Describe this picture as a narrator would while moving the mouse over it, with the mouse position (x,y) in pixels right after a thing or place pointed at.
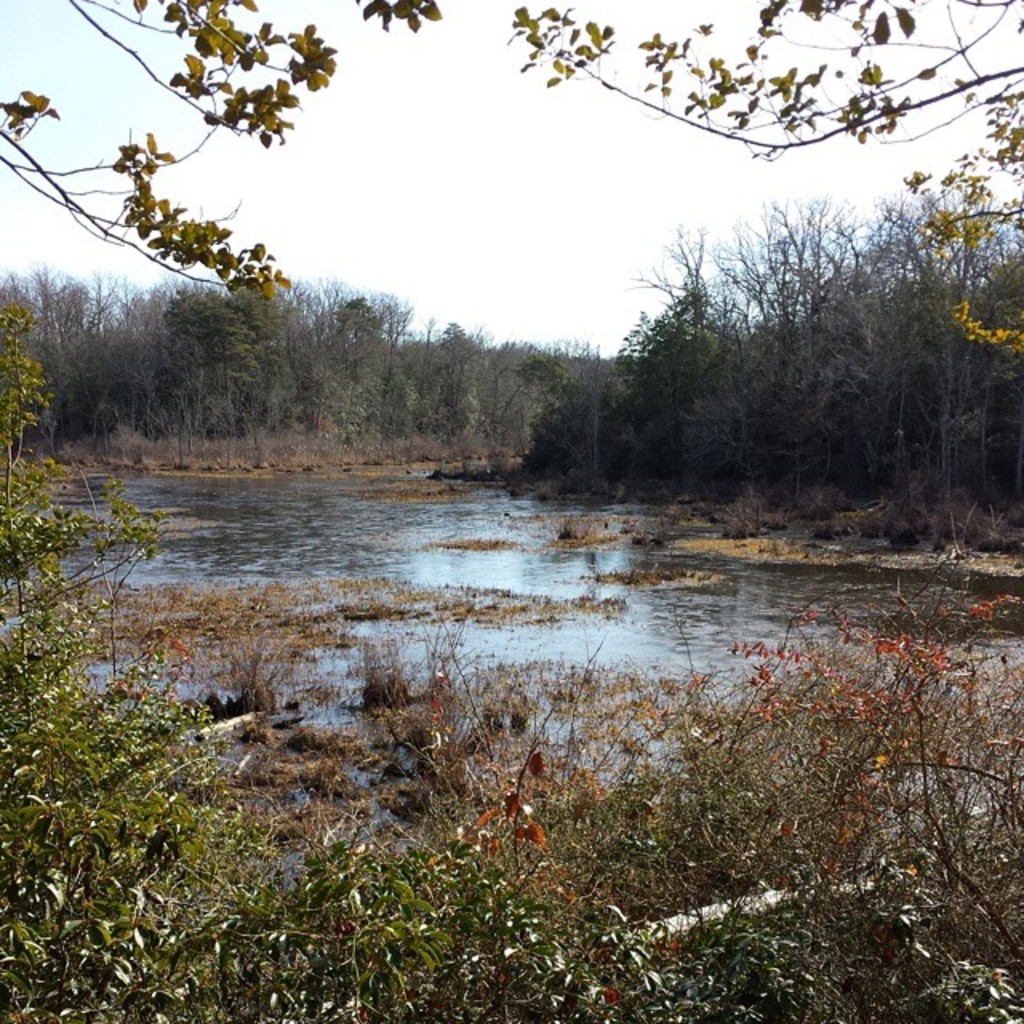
These are trees (352,357), this is water (517,578) and a sky (514,211).
